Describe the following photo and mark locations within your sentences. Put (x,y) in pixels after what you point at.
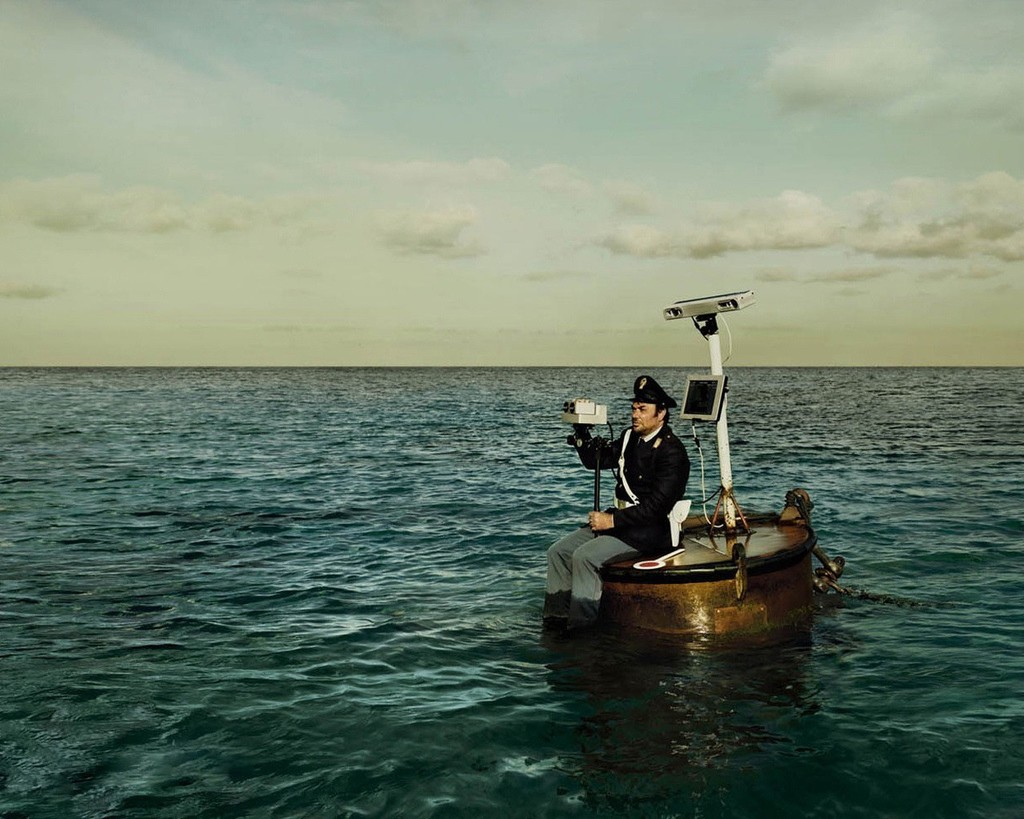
In this image we can see a person (603,561) sitting on a buoy (620,617) in water (579,656) holding a device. We can also see a monitor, camera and a chain (816,583) on the buoy (739,585). On the backside (732,315) we can see the sky (511,286) which looks cloudy.
